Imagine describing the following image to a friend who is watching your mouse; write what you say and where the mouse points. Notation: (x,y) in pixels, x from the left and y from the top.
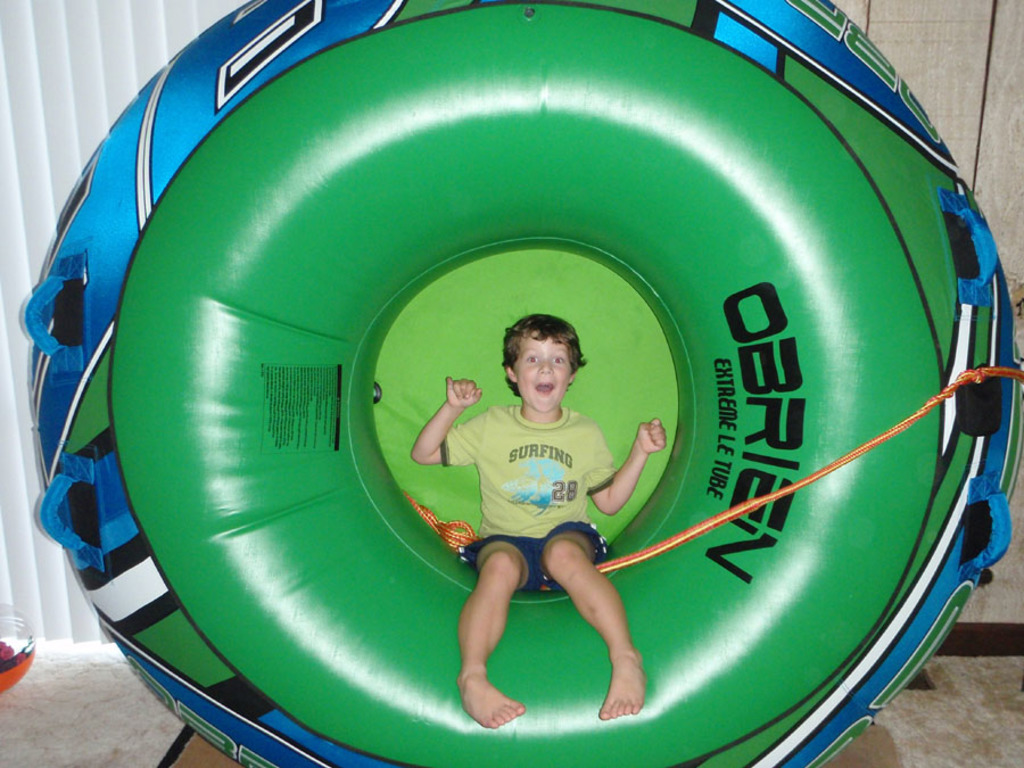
In the center of the image (389,289) we can see an inflatable tube (419,70) with some text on it. On the tube (317,111), we can see one kid (607,508) is sitting and he is smiling. And we can see the wire type object (762,495) is attached to the tube (666,504). In the background (113,92) there is a wooden wall (1013,87), curtain (131,71) and a few other objects (166,766).
